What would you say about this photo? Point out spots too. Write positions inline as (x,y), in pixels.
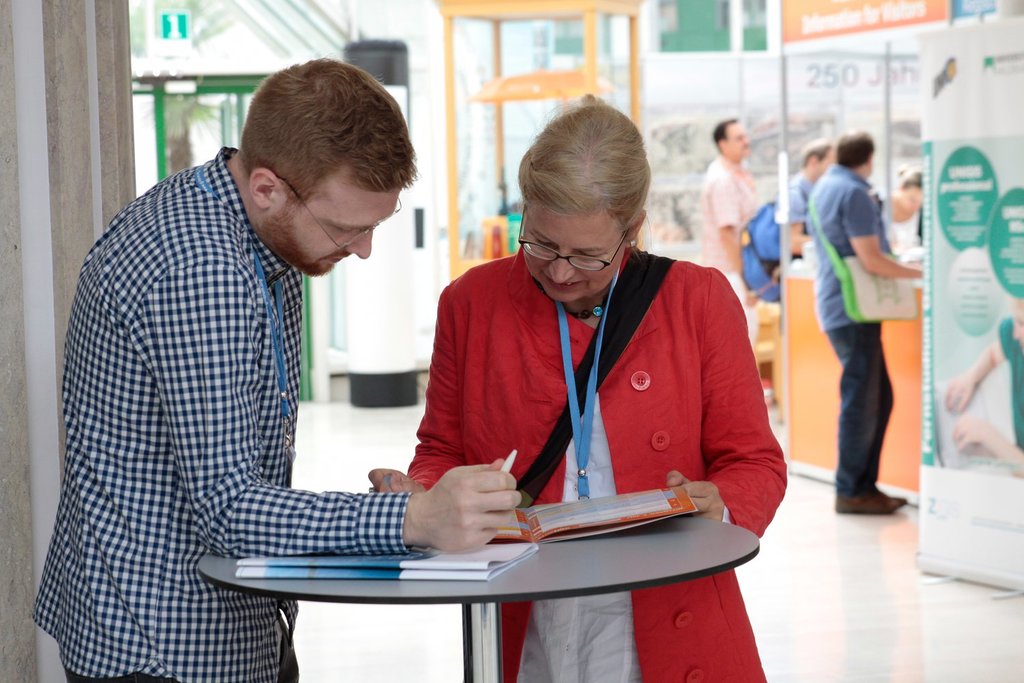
In this picture we can see 2 people (200,459) standing near a round table (392,592) and going through a file (578,514). In the background (740,237), we can see other people (733,267) standing.
